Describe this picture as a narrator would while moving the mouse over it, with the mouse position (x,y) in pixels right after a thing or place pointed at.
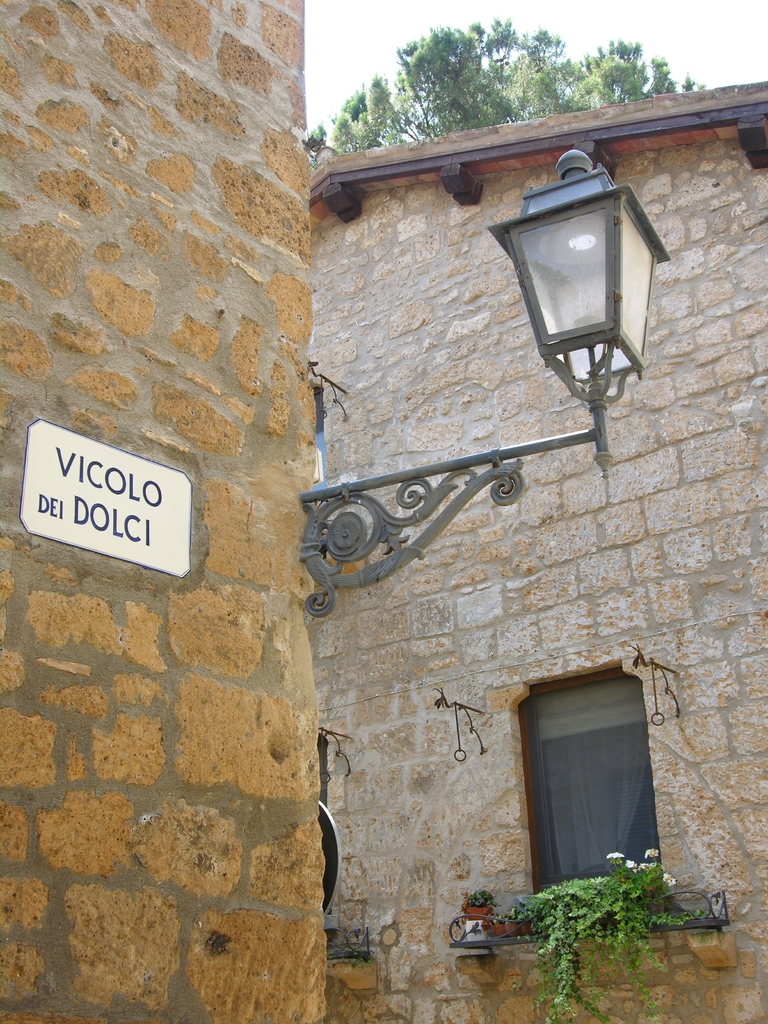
In this image I can see a wall (226,527) and there is a name board (70,458) attached to it. There is a building (664,263), there is a light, window (644,777), and a curtain (612,802). There are flowers (641,870), iron grilles (584,915), there is a tree (506,58) and there is sky (323,2).
